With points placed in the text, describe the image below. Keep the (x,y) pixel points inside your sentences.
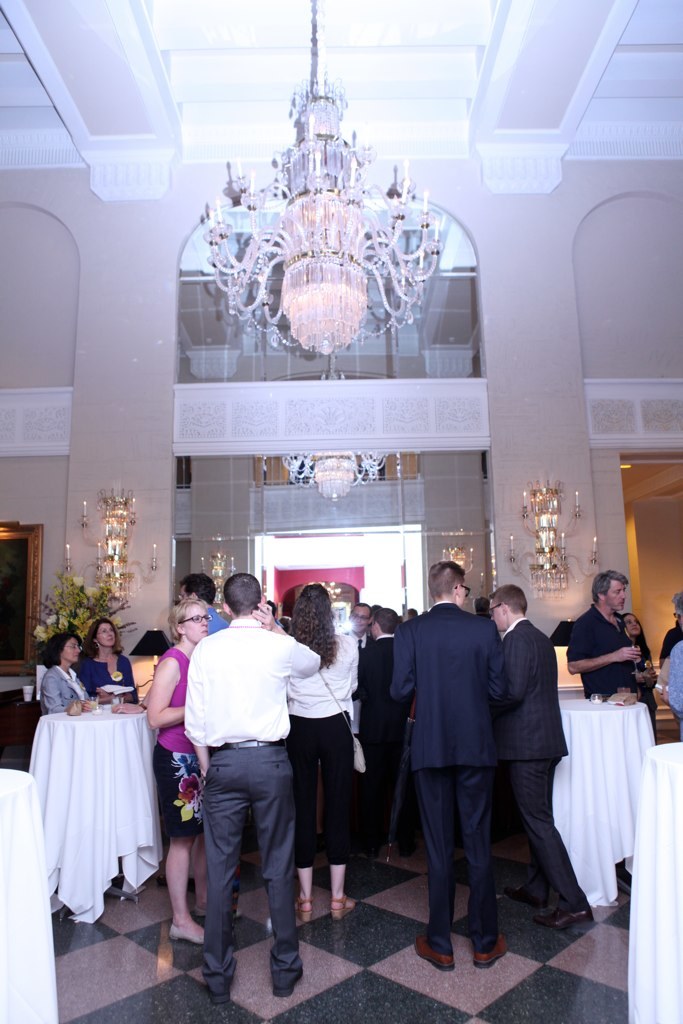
In this picture I can see group of people (226,805) standing, there are tables (51,1019), there is a frame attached to the wall (151,492), there are candles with the candles stands (119,515), there is a chandelier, there are mirrors (186,339) attached to the wall (80,260).
